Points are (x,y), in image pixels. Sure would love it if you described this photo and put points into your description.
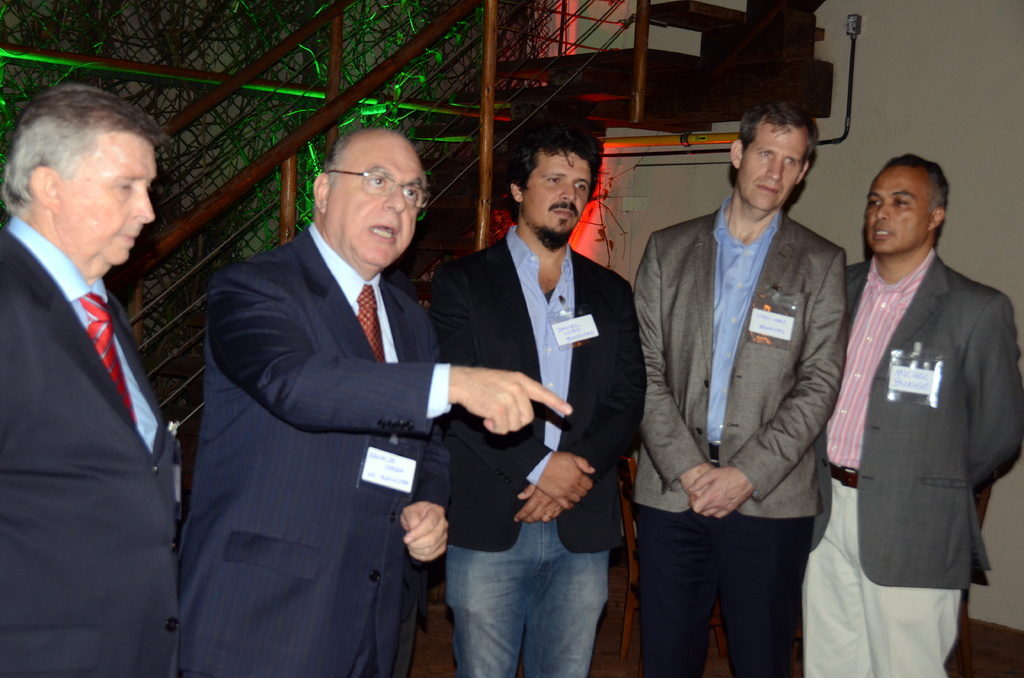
In this image there are a few people (525,313) standing, behind them there are stairs (134,295) and there is like a mesh (186,55) on the wall (469,19).
